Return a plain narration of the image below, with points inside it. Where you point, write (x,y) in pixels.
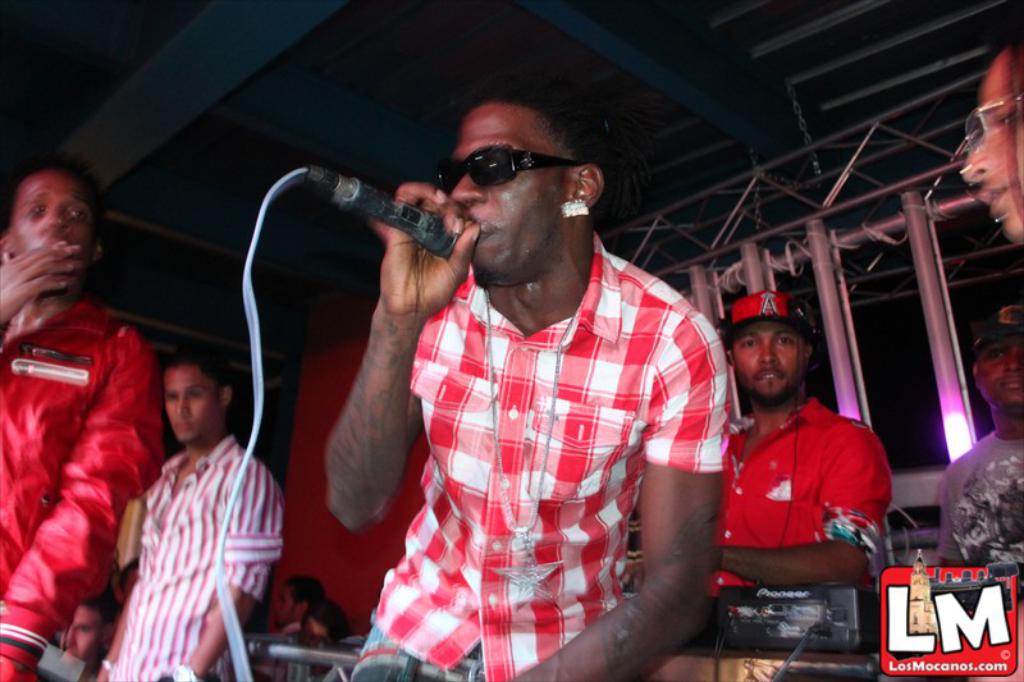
In this picture we can see the man (525,410) wearing red and white checks shirt (587,487), standing in the front (474,349) and sing on the microphone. Beside there are some people (173,509) standing and looking to the camera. In the background (724,250) we can see the iron frame (825,230).
